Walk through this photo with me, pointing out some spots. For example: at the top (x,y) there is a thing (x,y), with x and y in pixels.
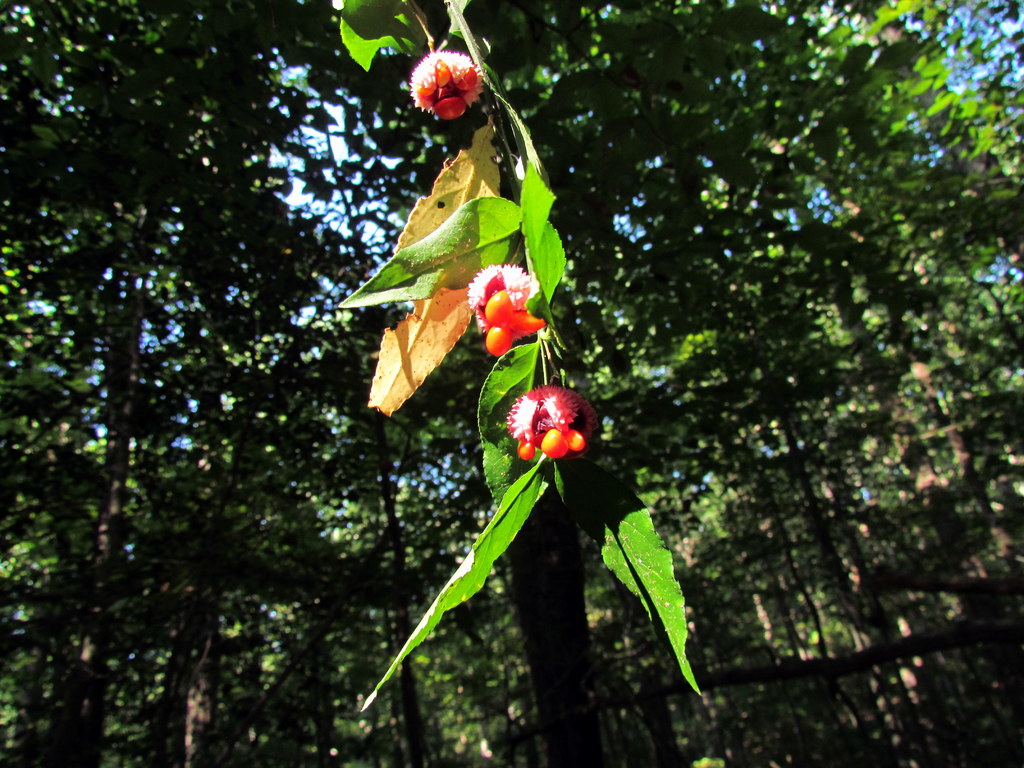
In the image we can see there are fruits (543,410) on the plant (523,387) and behind there are lot of trees (360,410).
